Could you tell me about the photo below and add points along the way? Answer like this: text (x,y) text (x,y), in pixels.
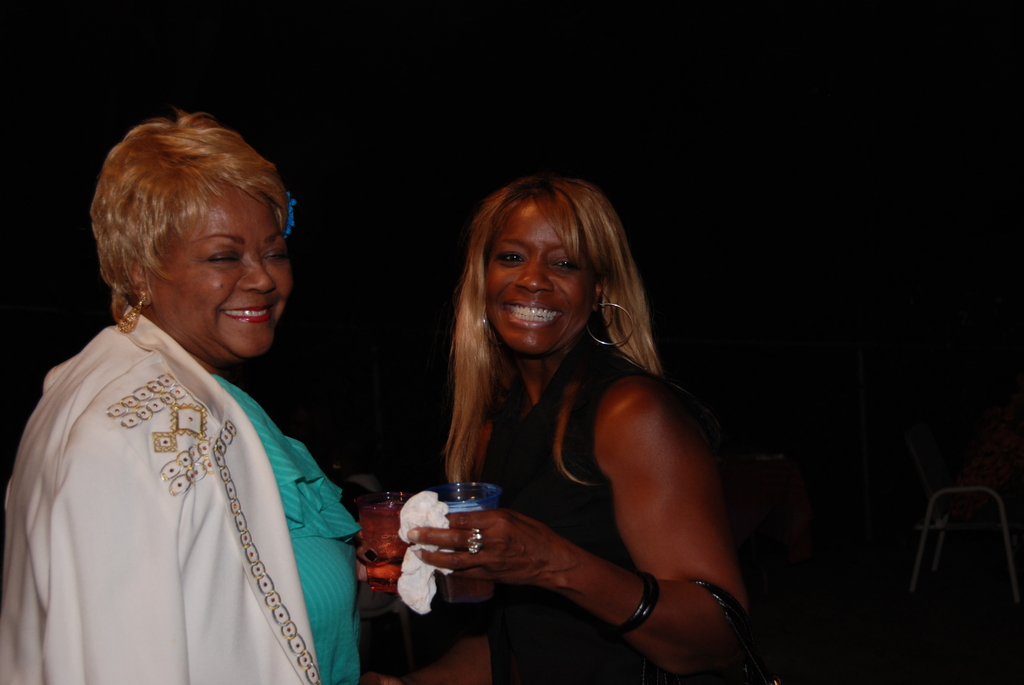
In this image I can see two women (245,446) standing and smiling. Both are holding glasses (381,550) in their hands (364,548). The background (917,417) is in black color.
